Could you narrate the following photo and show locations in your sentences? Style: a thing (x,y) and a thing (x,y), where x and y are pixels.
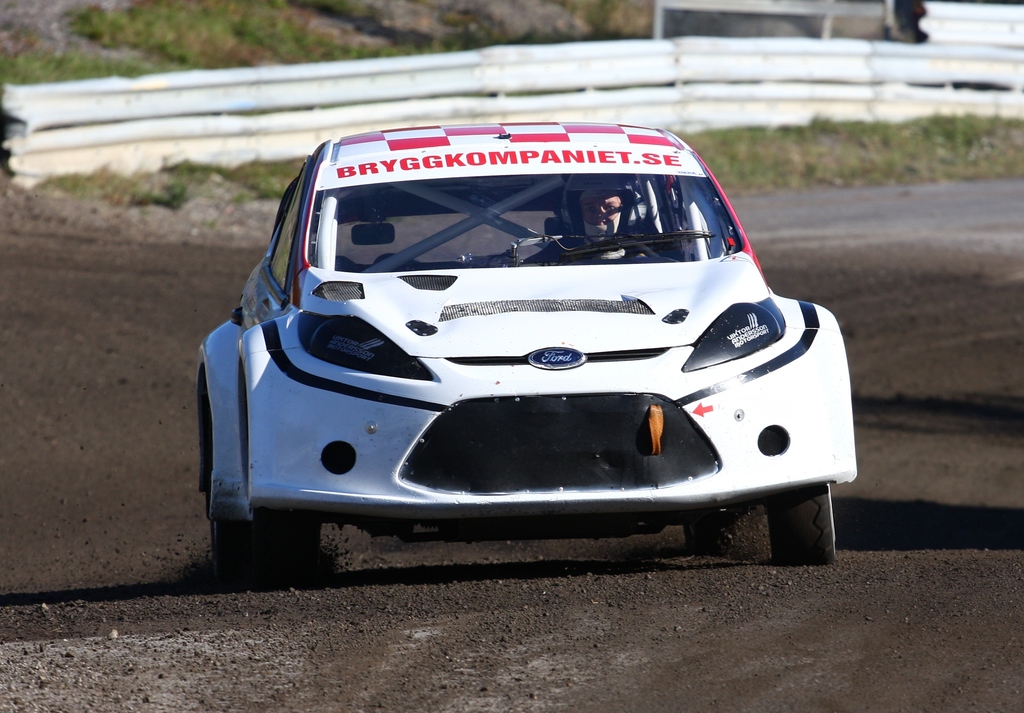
In this image there is a car (641,272) on the road (578,550). There is a person (570,212) sitting in the car (653,285). There is a fence (199,106) on the grassland (836,162).
